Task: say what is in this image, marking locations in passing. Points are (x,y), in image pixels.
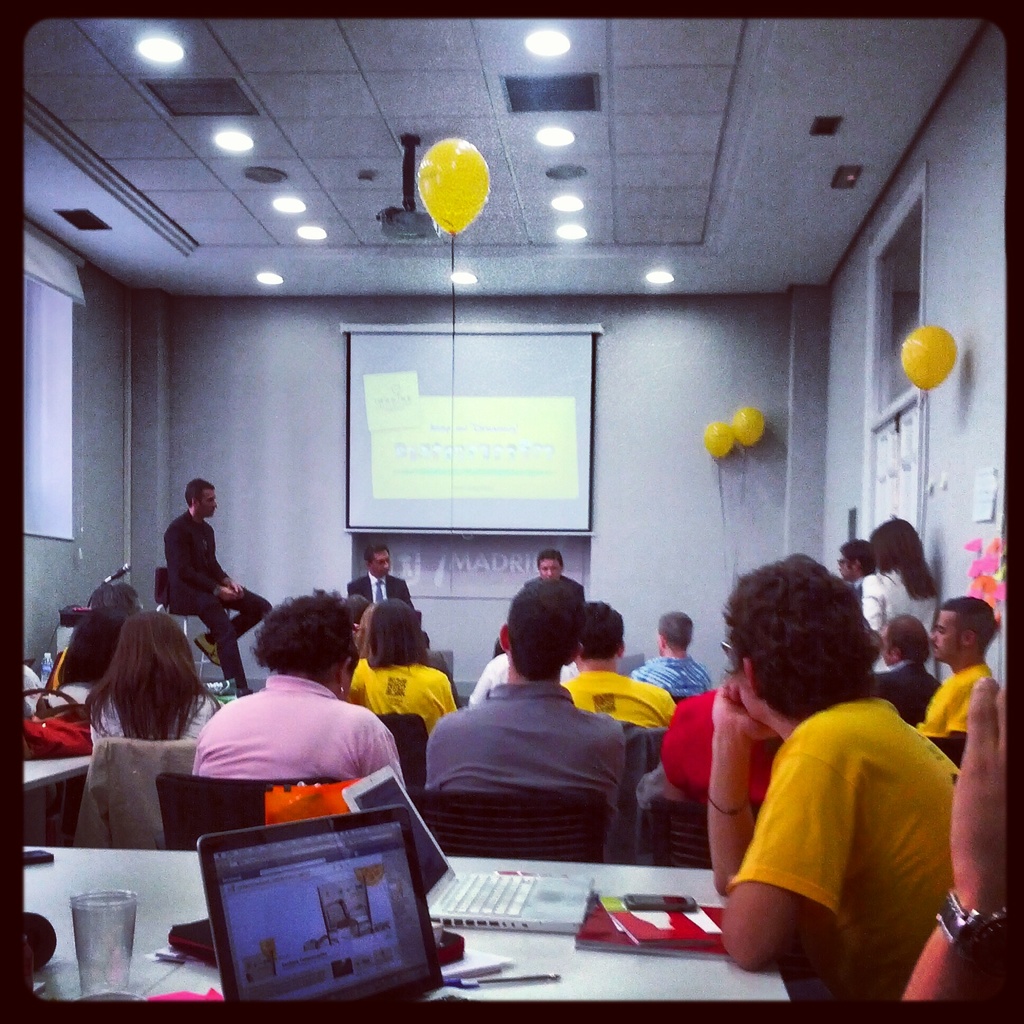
In this image few persons (529,723) are sitting on the chairs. Bottom of the image (484,943) there is a table (144,992) having few laptops (317,964), glass (124,972), mobile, books (584,941) and few objects (456,968) on it. Beside it a person (866,858) is sitting. Few persons (372,568) are sitting on the stage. Background (786,501) there is wall (103,487) having few balloons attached to it. There is a screen (408,501). Middle of the image (453,426) there is a balloon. Top of the image (425,228) there are few lights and projector (411,232) attached to the roof (355,187).
